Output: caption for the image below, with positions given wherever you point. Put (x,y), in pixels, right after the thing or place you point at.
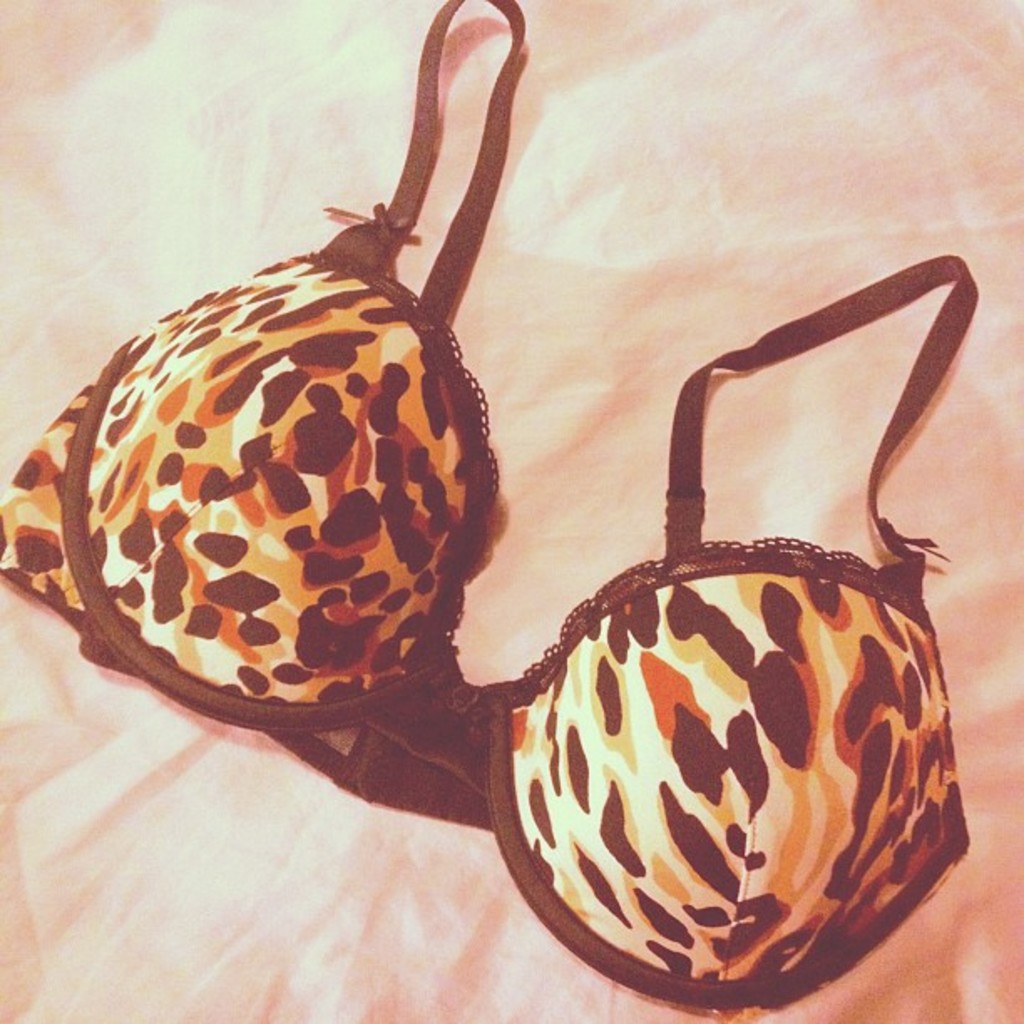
In this image we can see a lingerie top (623,625) which is placed on the surface (321,803).
